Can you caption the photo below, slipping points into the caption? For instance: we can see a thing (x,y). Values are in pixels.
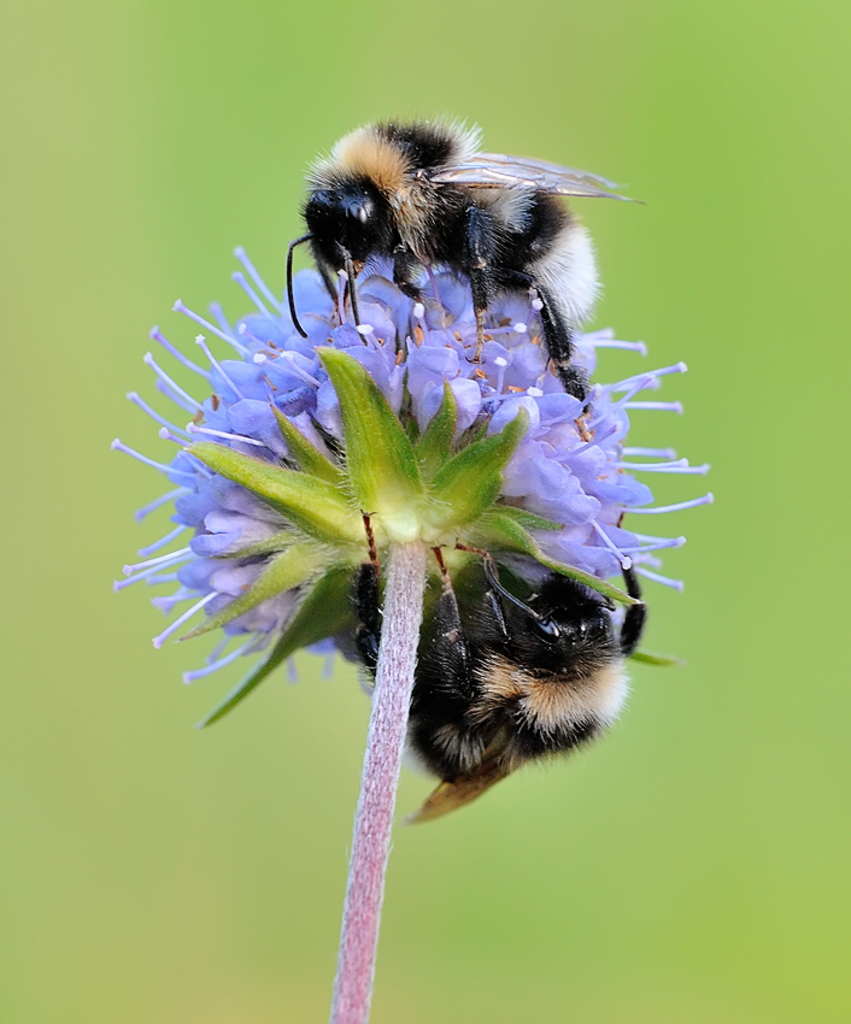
These are insects (483,649) on the flower (407,518).
